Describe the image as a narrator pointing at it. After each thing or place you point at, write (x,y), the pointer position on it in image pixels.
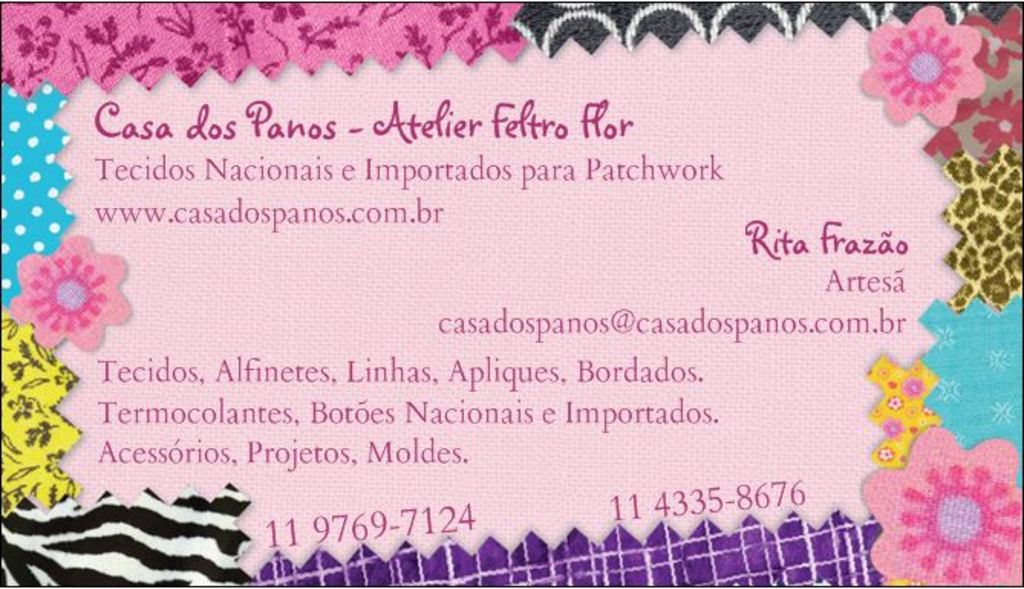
In this image there is cover page (164,422) with text (657,415). There are flowers (971,529) on the borders (13,468).
